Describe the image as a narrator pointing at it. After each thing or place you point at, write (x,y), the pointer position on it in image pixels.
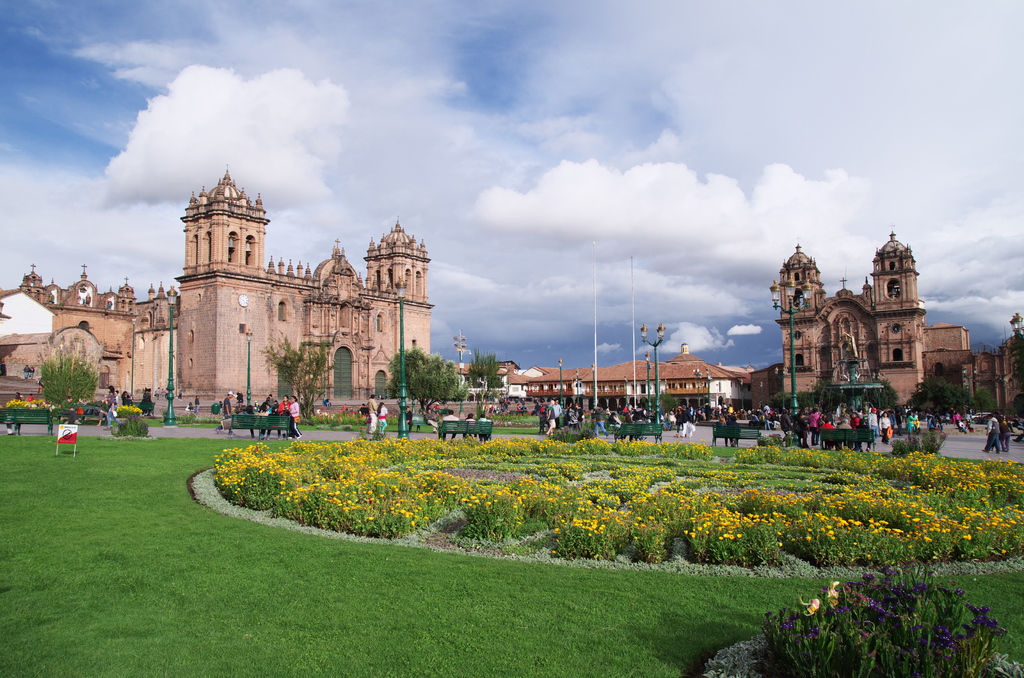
In this image, there are a few buildings (782,315), trees (412,375), people (148,391), poles (648,396), plants (132,412) and benches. We can see the ground (159,572). We can see some grass (187,602). We can also see the sky (636,166) with clouds (607,217). We can also see a statue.
